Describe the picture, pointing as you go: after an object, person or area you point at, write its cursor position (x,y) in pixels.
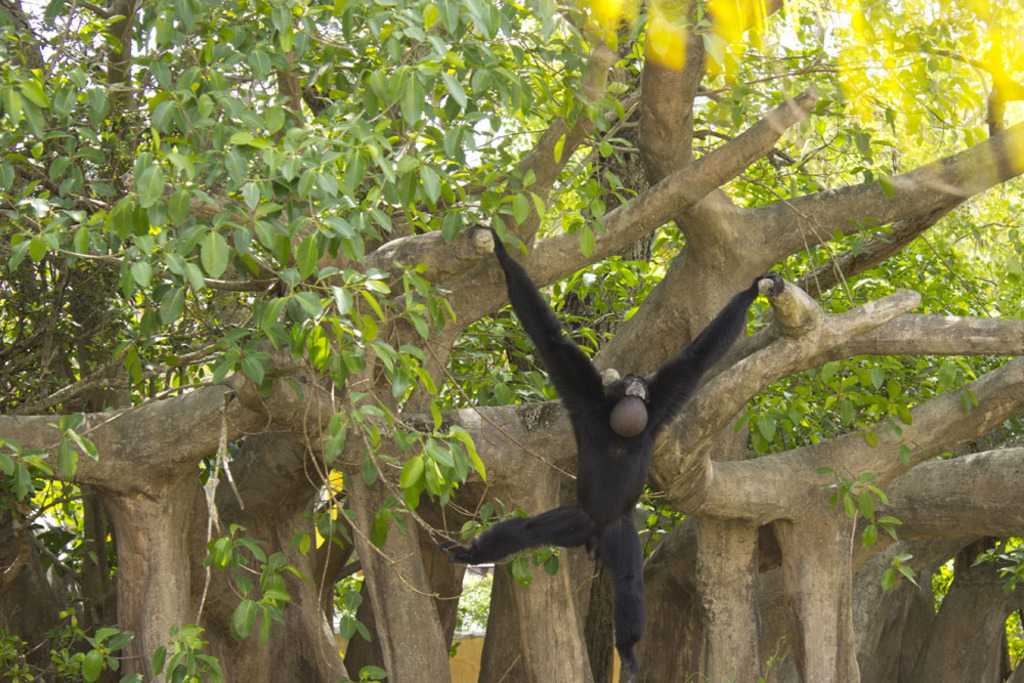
In this image I can see in the middle (611,446) it looks like a gibbon (633,467) climbing the trees (694,431), in the background (541,442) there are trees (596,357).
